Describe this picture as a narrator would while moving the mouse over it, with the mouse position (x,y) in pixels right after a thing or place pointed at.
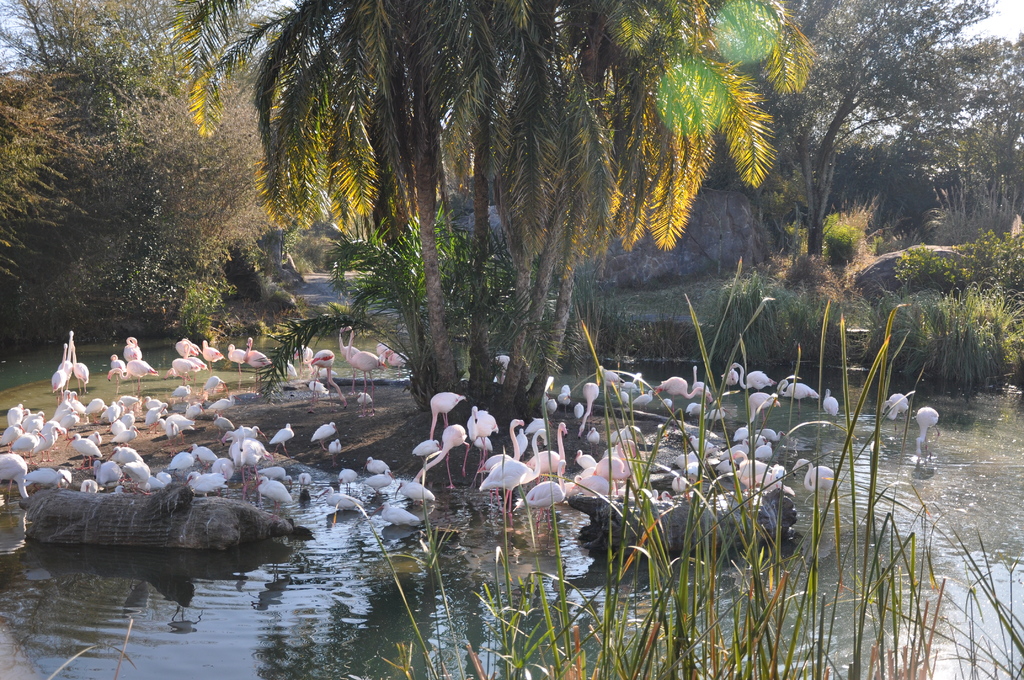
In the given image i can see a birds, water (448,490), trees (535,174), plants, rocks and grass (752,287).
